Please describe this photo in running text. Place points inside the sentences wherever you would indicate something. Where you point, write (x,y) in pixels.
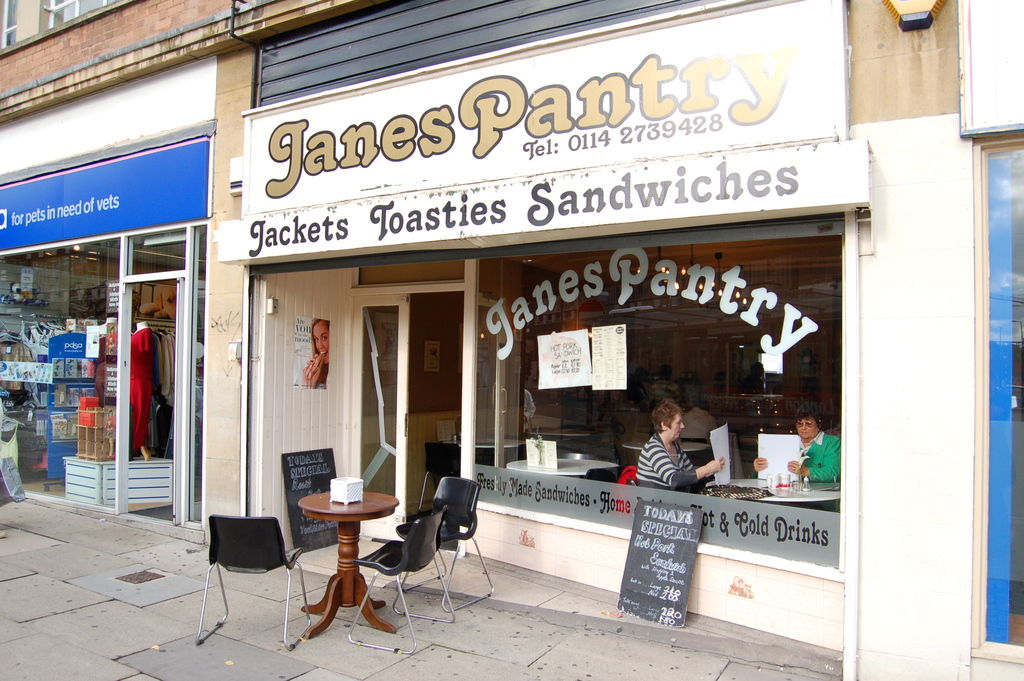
In the picture we can see shops (689,195). In the shop (690,314) we can see two persons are sitting on the chairs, near the table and they are holding a papers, outside the shop (711,313) there are one table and three chairs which are black in colour.
